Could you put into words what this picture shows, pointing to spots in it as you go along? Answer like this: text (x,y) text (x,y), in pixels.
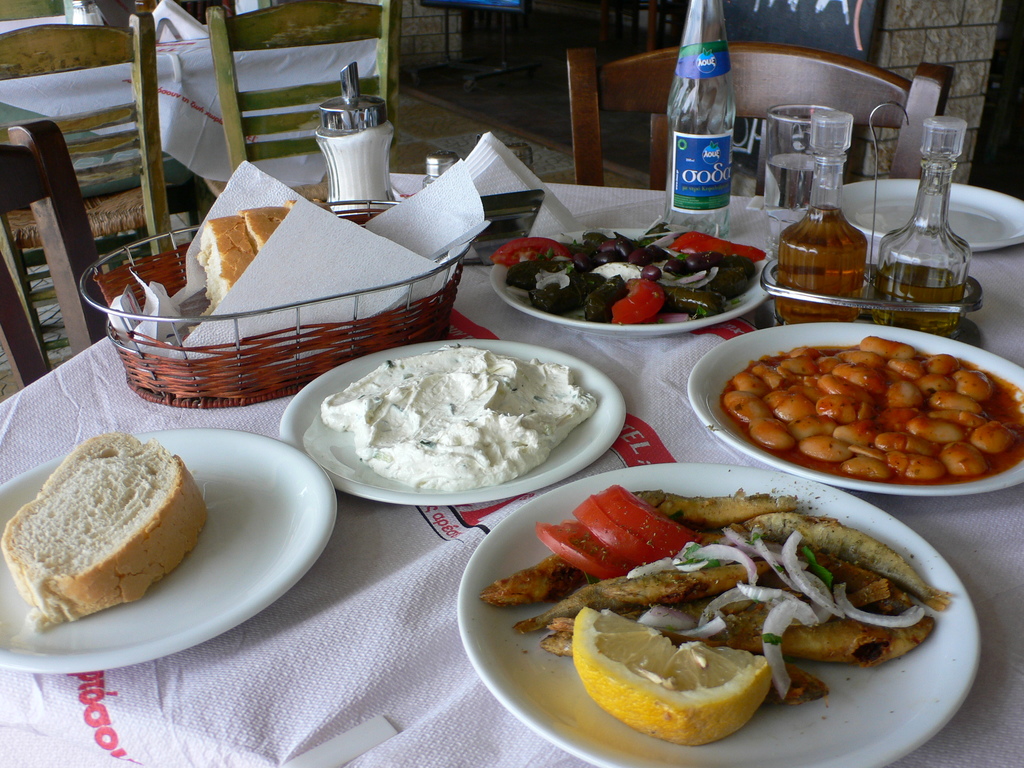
In the image we can see chair (139,77) and a table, on the table (386,551) we can even see plate (261,580), bottle (690,167), tissue (420,245) and food (624,621). There is a lemon (610,668) and tomato slice (592,532) in the plate (506,612).
